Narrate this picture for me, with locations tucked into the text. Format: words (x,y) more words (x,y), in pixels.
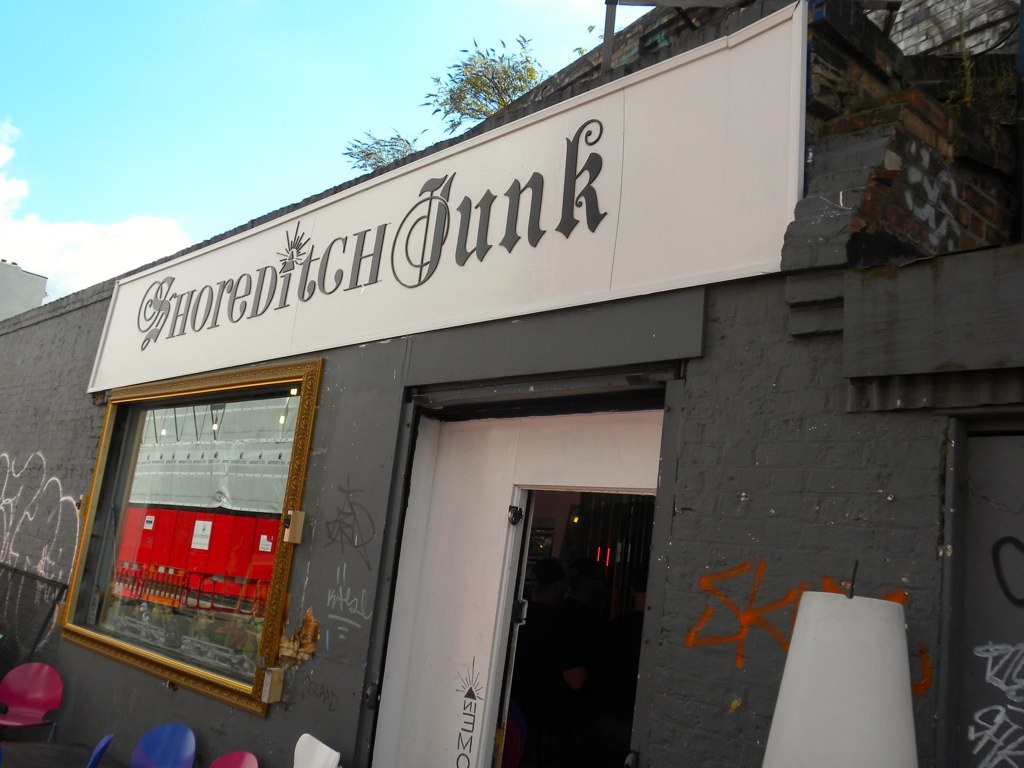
This image consists of a restaurant (220,414) along with a door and a window (168,599). At the top (79,103), there is a sky (140,135).
